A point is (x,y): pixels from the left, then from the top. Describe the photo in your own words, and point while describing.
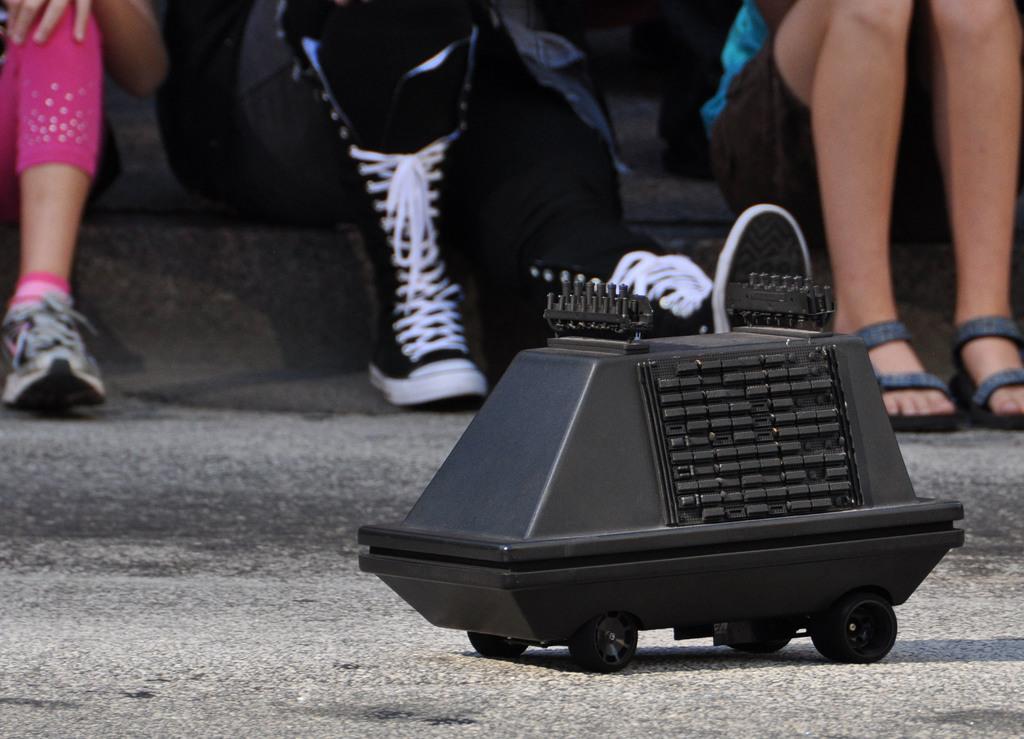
In the foreground (680,419) I can see a toy vehicle (636,572) and three persons (586,261) are sitting on steps (103,237). This image is taken may be during a day.
